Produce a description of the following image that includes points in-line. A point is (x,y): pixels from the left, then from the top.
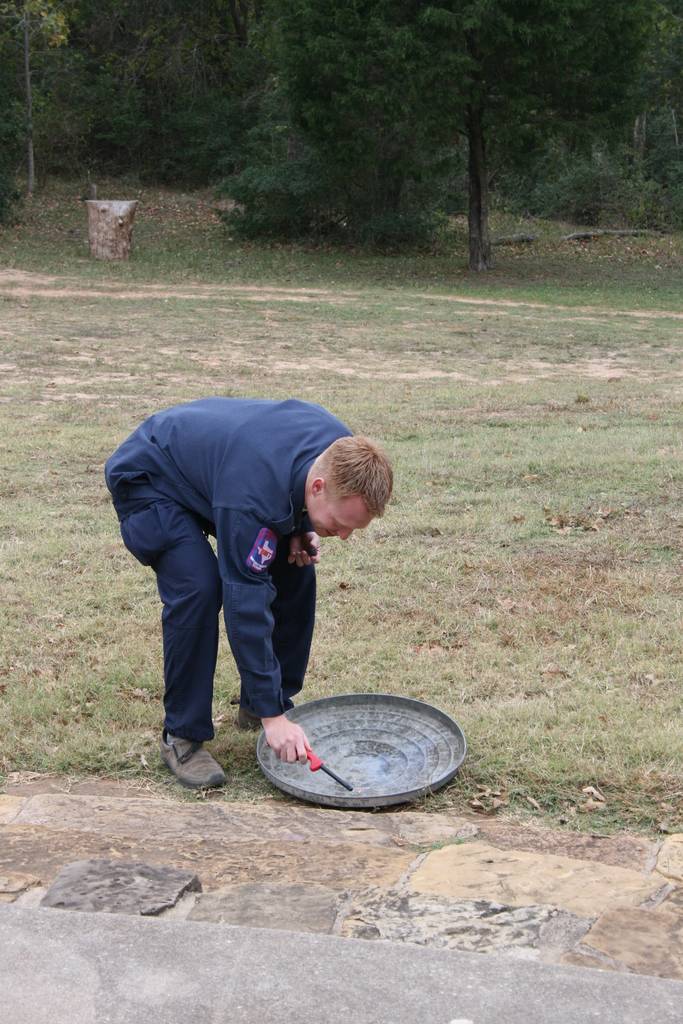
The man (243,482) in the middle of the picture (260,520) wearing a blue uniform (204,605) is holding something in his hand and he is using some instrument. Beside him, we see the grass (565,603). In the background (320,118), there are trees (39,56) and at the bottom of the picture (204,948), we see stones (73,884) and road (296,979).
